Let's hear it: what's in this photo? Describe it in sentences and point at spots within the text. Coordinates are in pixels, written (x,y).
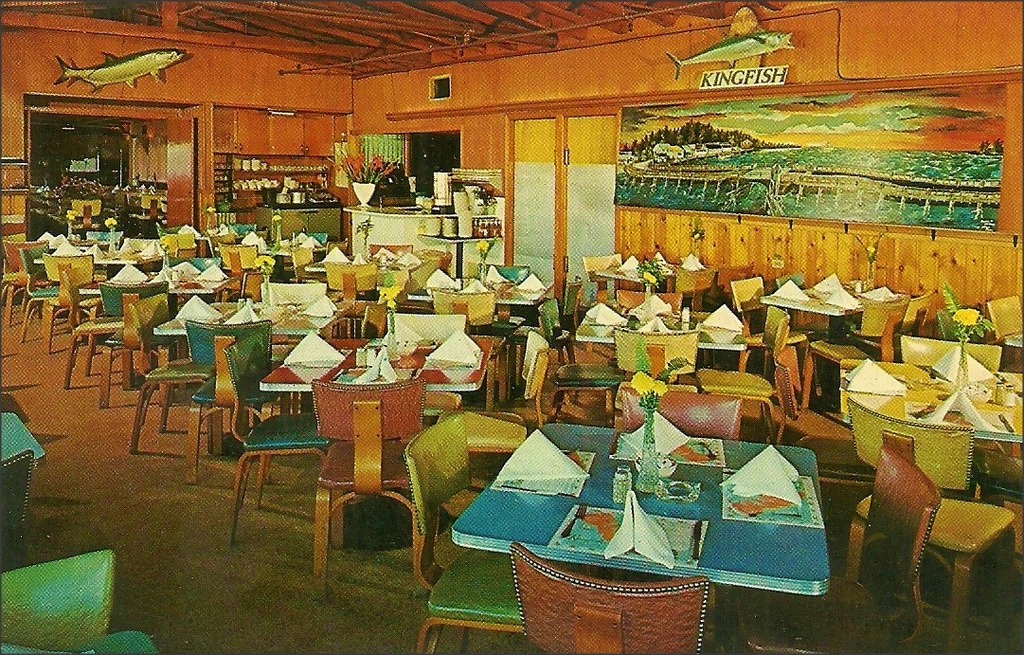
In this image I can see tables (606,489), chairs (414,524), flower vases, tissue papers (633,487) on the tables (668,507). In the background (590,179) I can see a wall (286,90), wall paintings (718,148), cabinet (287,212), cups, glasses (282,180) in a shelf (228,187), doors (189,183) and a rooftop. This image looks like an edited photo.
